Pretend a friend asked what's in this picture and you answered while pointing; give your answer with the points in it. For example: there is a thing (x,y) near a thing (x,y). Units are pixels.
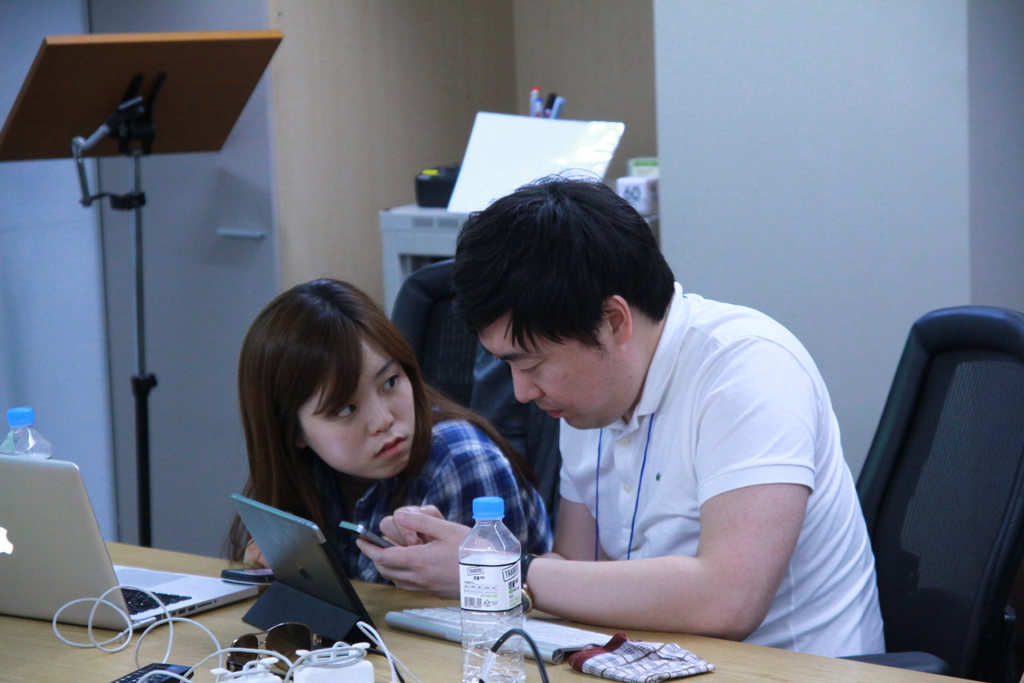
A person (659,457) wearing a white dress (635,492) is holding a mobile (369,536). Beside him another lady (440,462) is sitting. And there is a chair (977,563). In front of them there is a table (93,678). On the table (182,627) there are laptop (89,560), bottles (30,430), tab (325,564), towel (623,644), wires (167,619), goggle (296,629) and many other items (330,612). In the background (551,59) there are wall (863,164), a stand (118,102) a table (453,222). On the table (441,229) there are pens (552,112) and many other items (583,154).
